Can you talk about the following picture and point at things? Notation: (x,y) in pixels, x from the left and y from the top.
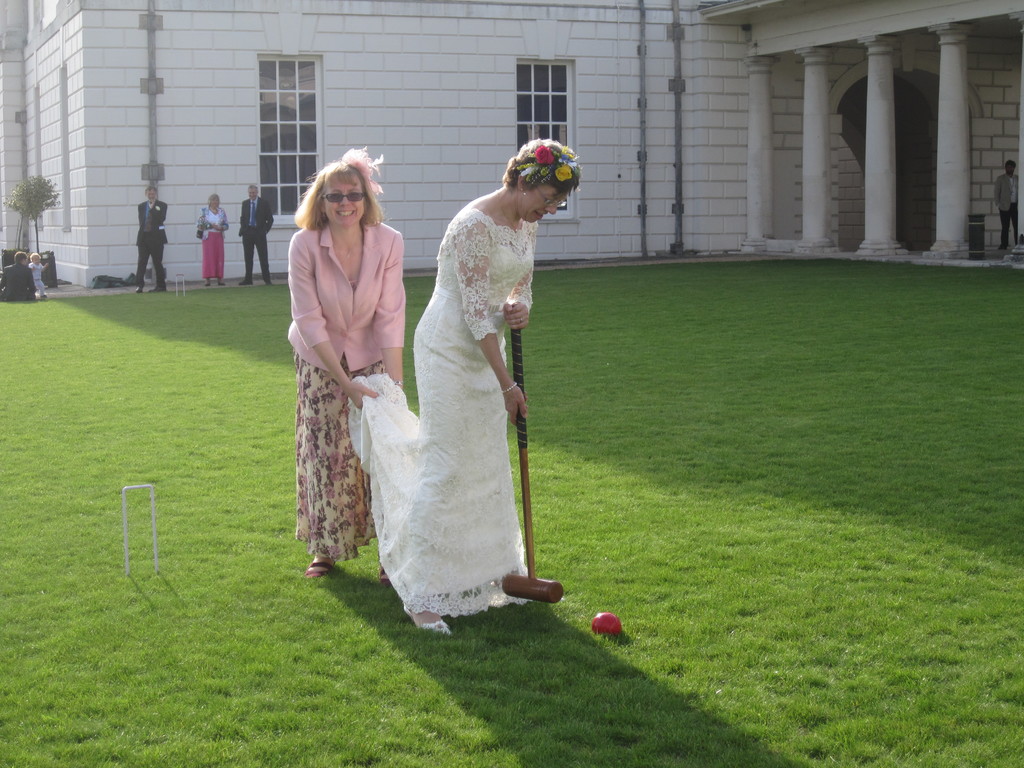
In this image we can see two women (366,294) wearing the glasses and standing on the grass (166,602). We can also see the woman (447,417) who is wearing the white frock (487,456) is holding an object (537,577). Image also consists of a ball (611,627), building (636,130) with windows (552,90) and pillars (941,226). In the background (213,252), we can see a few persons (213,236). We can also see the plant (43,207).
